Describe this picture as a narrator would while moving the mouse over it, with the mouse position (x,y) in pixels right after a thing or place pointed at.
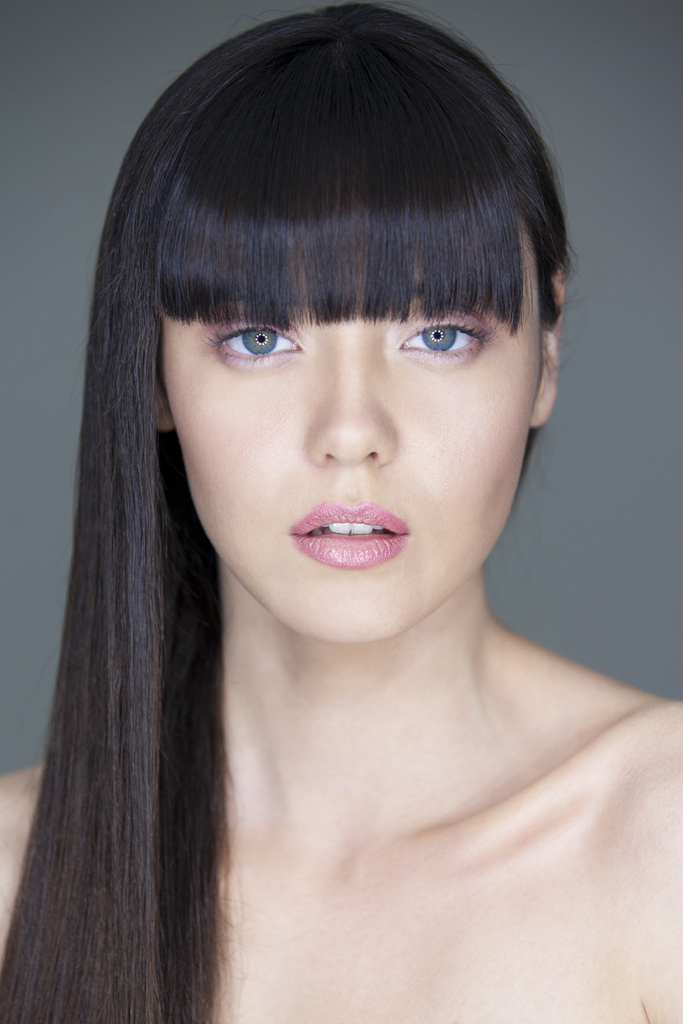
In this picture I can see a woman (252,532) and I can see plain background (83,85).
